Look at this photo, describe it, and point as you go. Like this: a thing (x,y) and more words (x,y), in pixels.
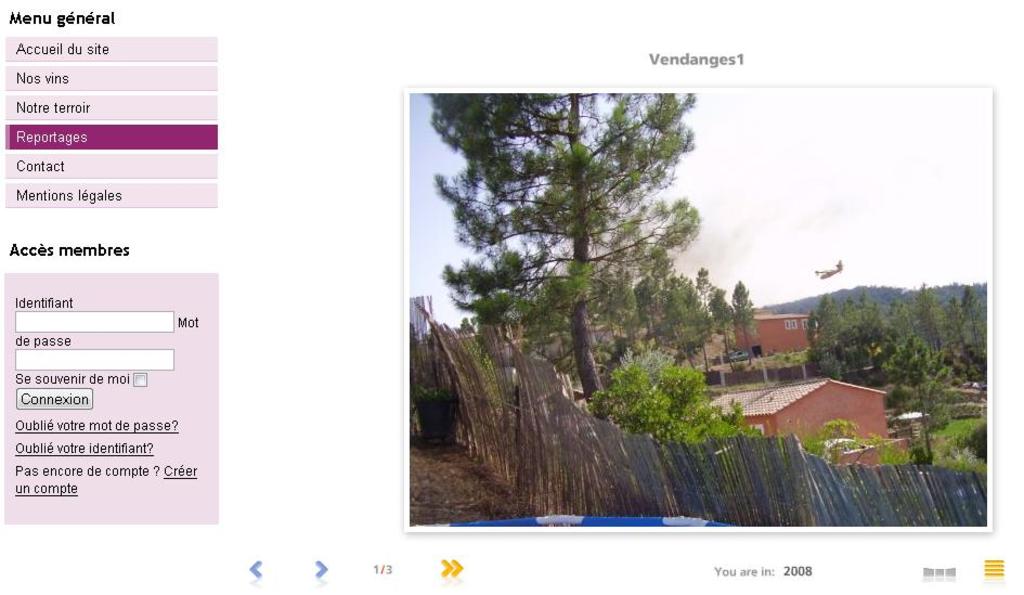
It is the screenshot of screen (279,491) containing some picture of houses (867,443) and trees (634,341) and beside that picture (556,419) there is some menu (134,153).
